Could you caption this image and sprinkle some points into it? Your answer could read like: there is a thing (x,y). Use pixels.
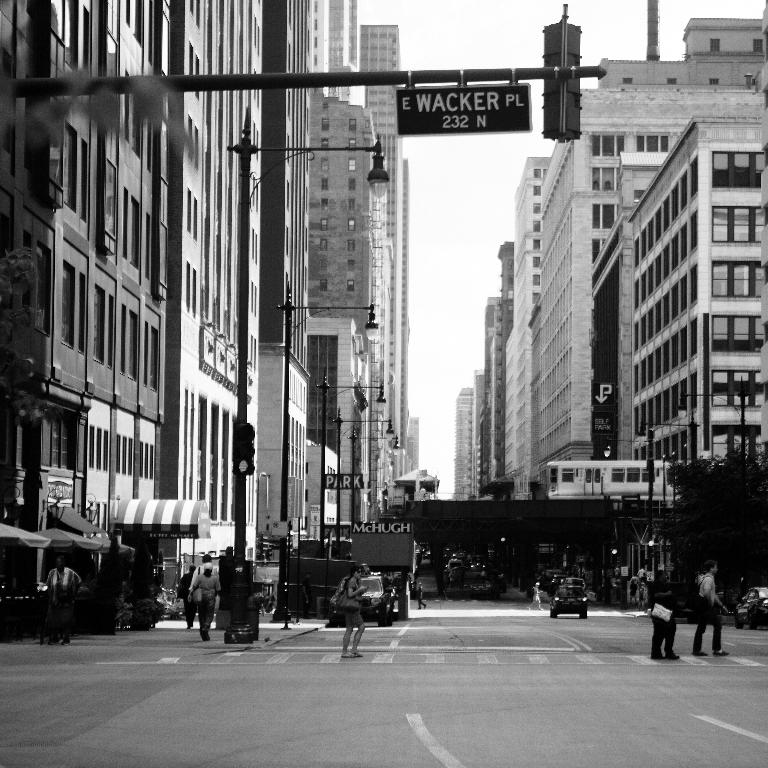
In this image we can see many buildings (397,391) and skyscrapers (531,384). There are few vehicles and people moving on the road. There are few store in the image. There is a traffic lights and street lights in the image. There are few trees (131,578) in the image.
